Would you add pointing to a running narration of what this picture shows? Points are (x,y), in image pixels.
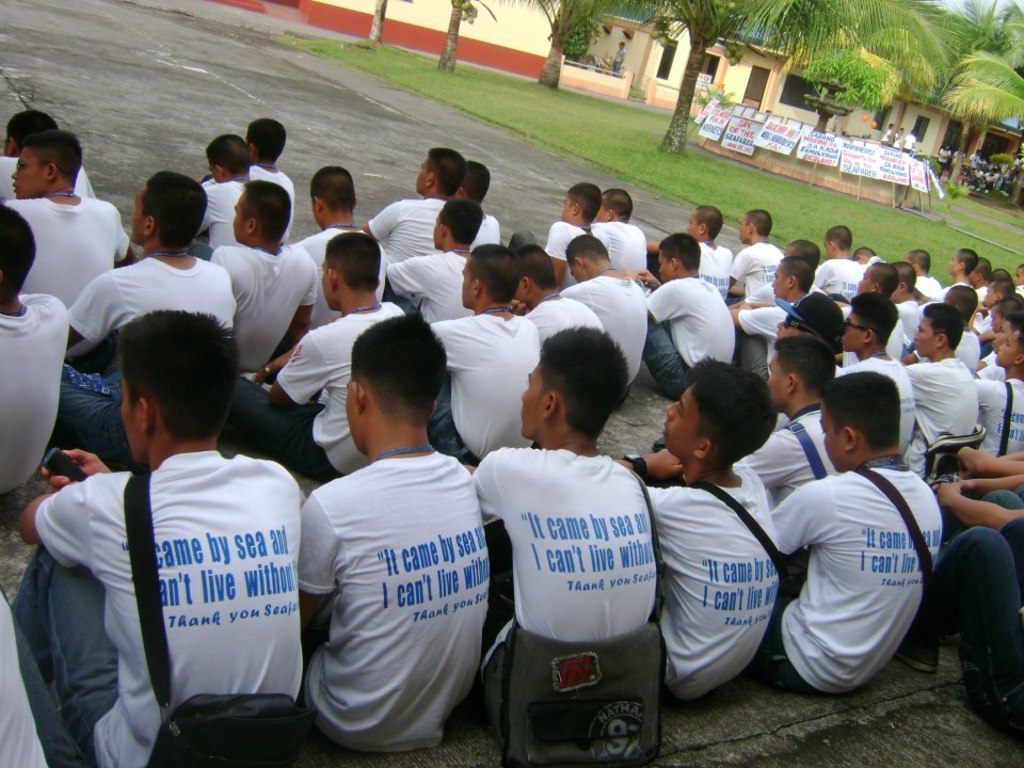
In this image in front (837,635) there are people (543,414) sitting on the road (680,733). On the right side of the image (867,233) there is grass (805,210) on the surface (616,108). There are placards (801,145). There are trees (788,43), buildings (749,77) and we can see a few people (966,174) in front of the building (934,135).
